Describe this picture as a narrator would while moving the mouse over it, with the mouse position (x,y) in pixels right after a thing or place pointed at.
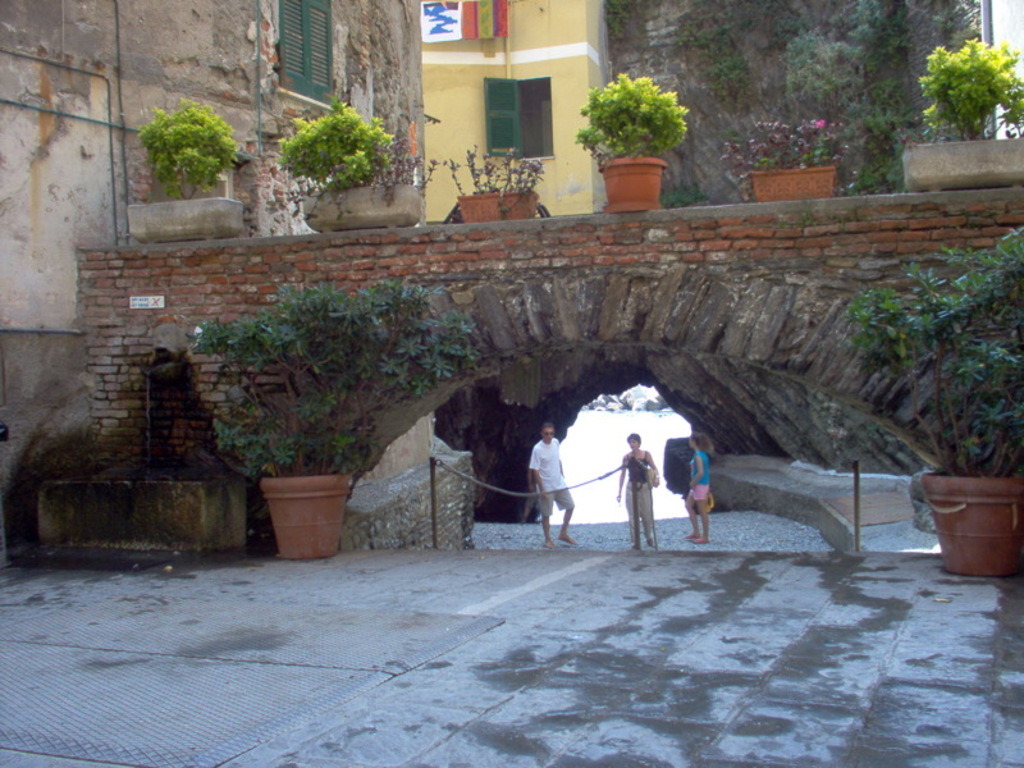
In the middle (540,469) a man (545,475) is walking, he wore white color t-shirt (552,487), beside him 2 girls (699,470) are also walking, it is the bridge (606,334). On the left side (93,244) it's a monument (145,252), there are trees (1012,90) on it.
